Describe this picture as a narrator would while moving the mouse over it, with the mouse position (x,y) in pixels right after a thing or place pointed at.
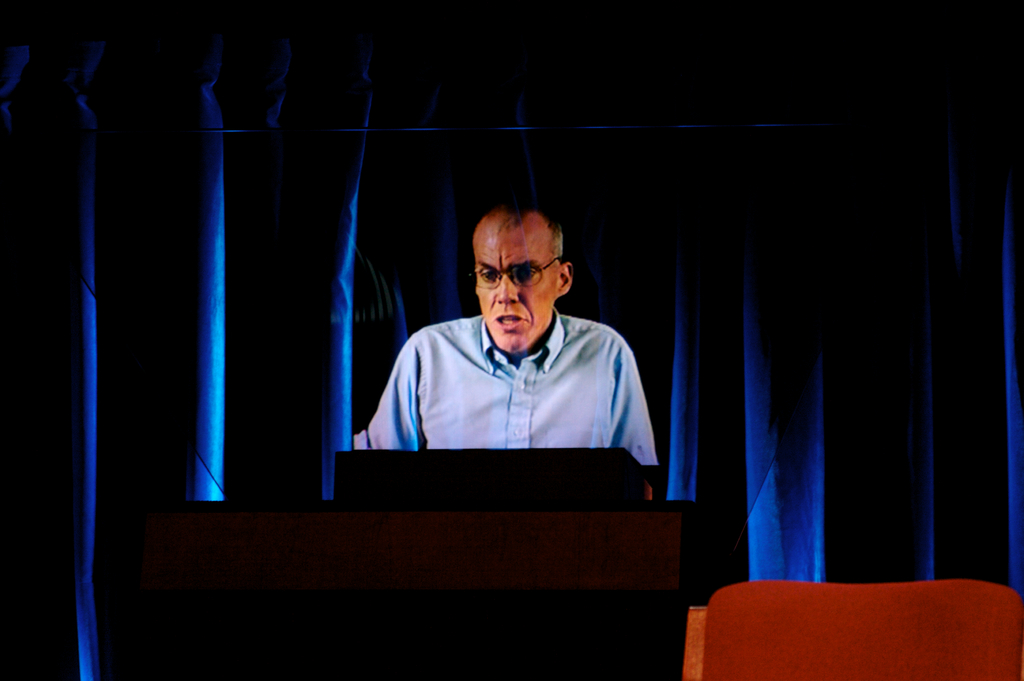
In this image we can see one person (441,323), there is an object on the table (667,559), behind we can see the curtain (238,348).
